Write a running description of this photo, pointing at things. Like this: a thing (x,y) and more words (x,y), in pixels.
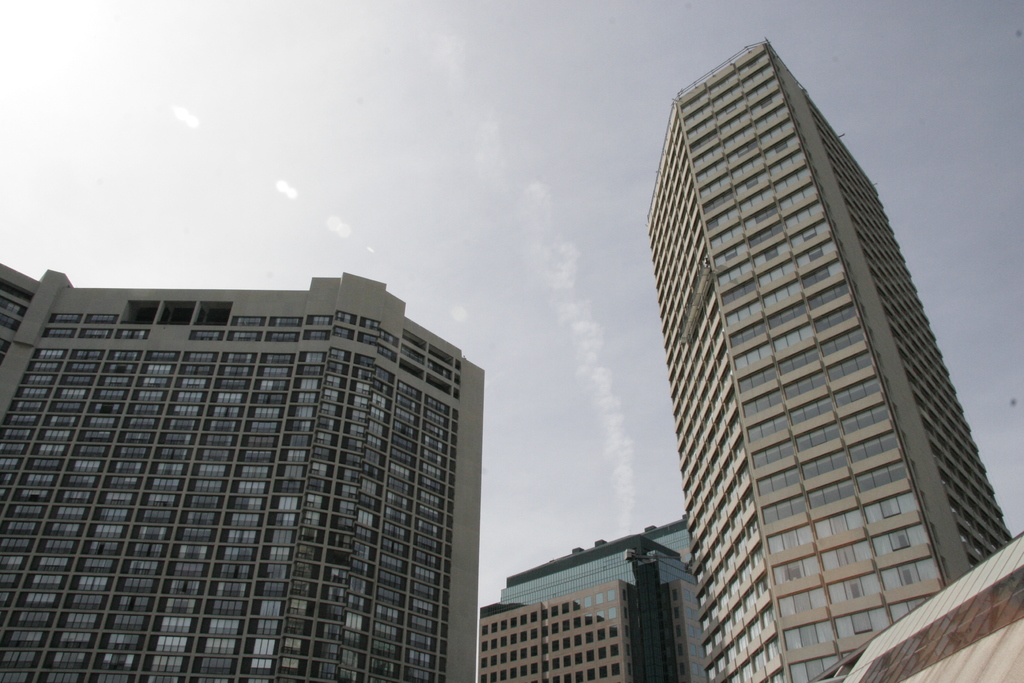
In this picture we can see buildings (397,524), there is the sky (406,116) at the top of the picture (427,116), we can see glasses (736,313) of these buildings (750,411).
